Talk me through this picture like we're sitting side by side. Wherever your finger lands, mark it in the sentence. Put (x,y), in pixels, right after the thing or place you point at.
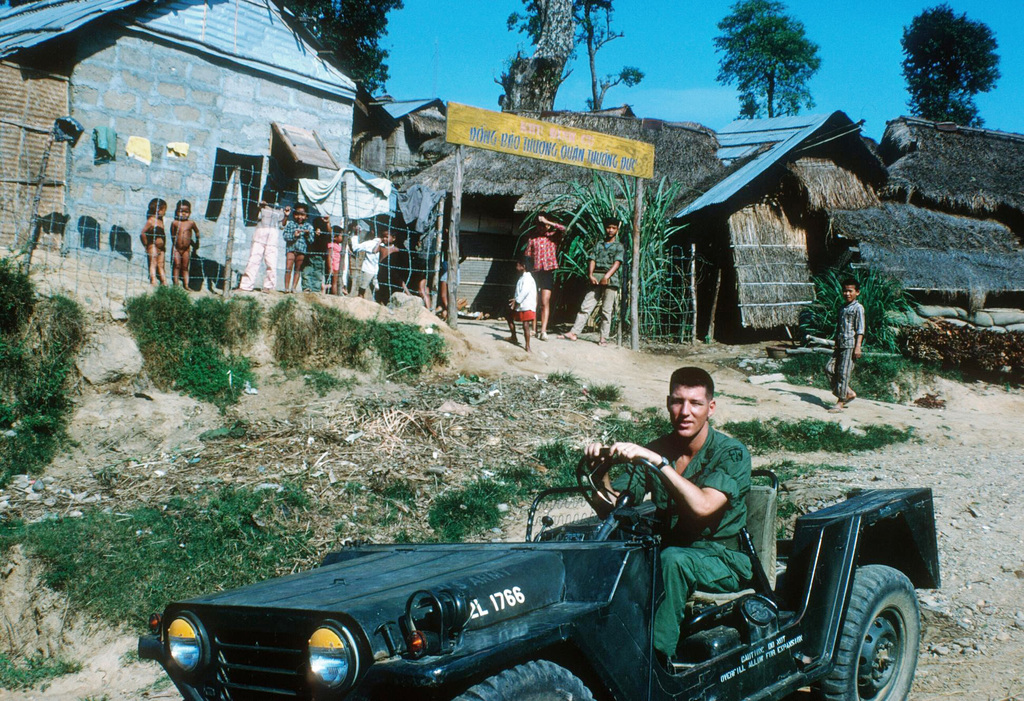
In this image the person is driving a car (393,559). At the back side (417,277) few people (521,287) are standing. There is arch (606,140). There are houses (302,113) and a tree (333,25).
